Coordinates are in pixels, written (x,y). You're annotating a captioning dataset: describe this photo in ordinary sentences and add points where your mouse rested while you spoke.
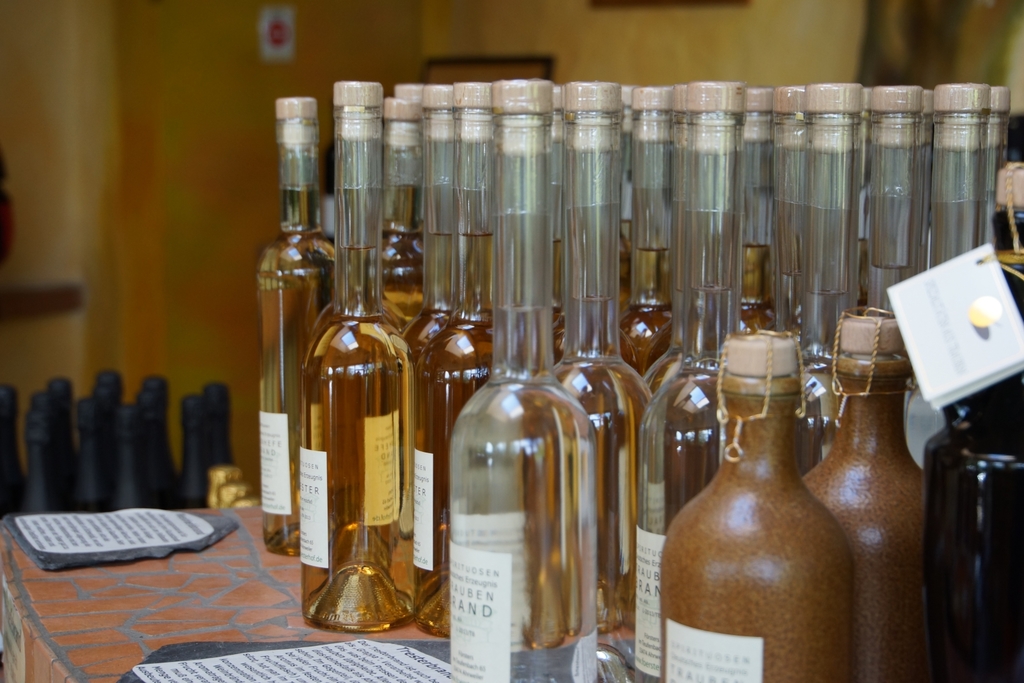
In this image, There is a table (107,632) which is in orange color on that table (208,582) there are some bottles (858,499) which are brown, white and yellow color, In the background (182,200) there is a yellow color wall (273,219).
